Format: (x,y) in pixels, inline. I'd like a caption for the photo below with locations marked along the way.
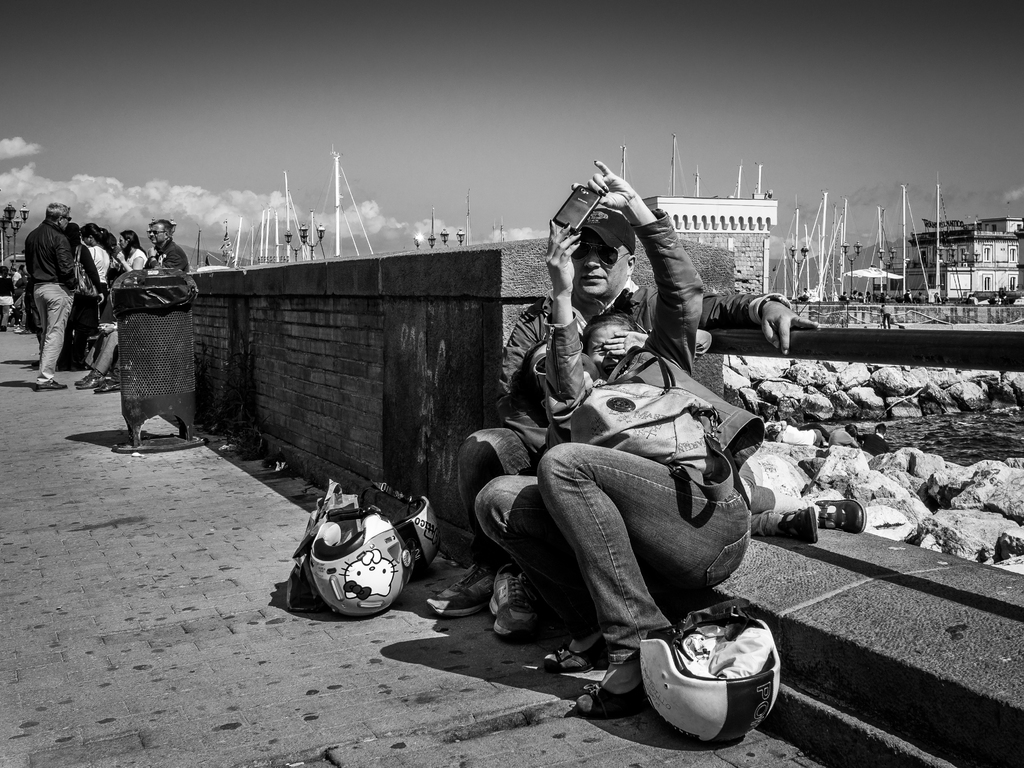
In this image I can see 3 people (663,325) sitting in the front (574,239). A person (574,239) is holding a mobile phone (582,205). There are helmets (774,667). There is a wall (492,366) behind them. There are other people (106,312) at the back (90,313). There are buildings (1008,279) and poles (261,247) at the back (923,271). This is a black and white image.
